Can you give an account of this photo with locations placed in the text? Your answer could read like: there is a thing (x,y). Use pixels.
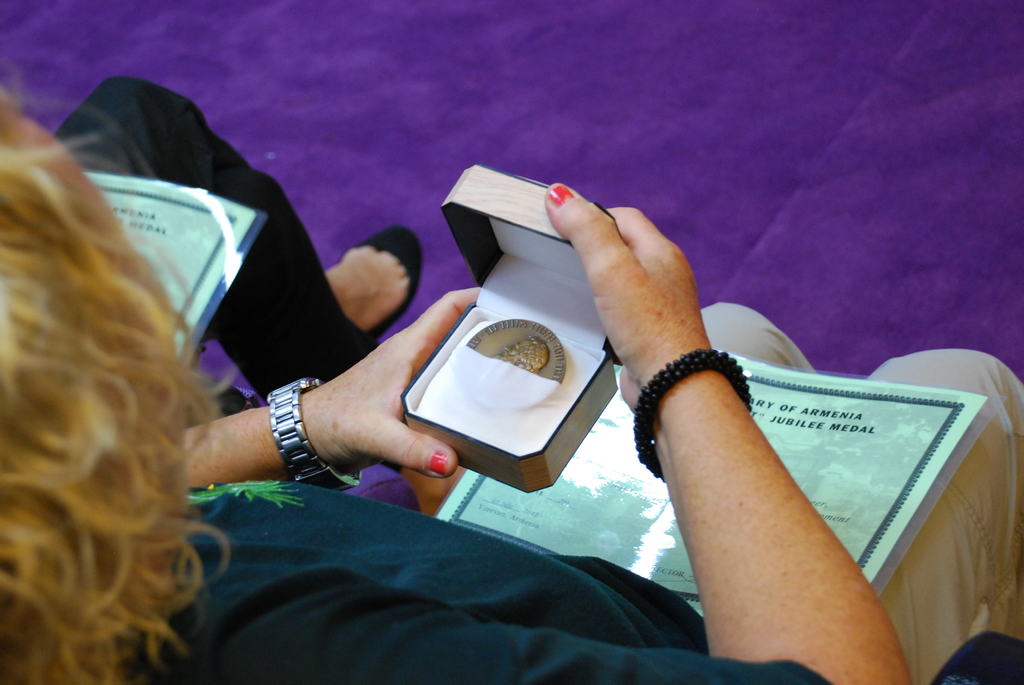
The woman (158,539) in the bottom of the picture (294,569) wearing black t-shirt (310,564) is holding a box (462,385) containing coin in her hands (446,449). We even see a paper (584,527) or a certificate (862,510) is placed on her laps (792,361). Beside her, the woman (175,163) in black pant (234,297) is also holding a certificate (129,183). At the top of the picture (639,65), we see a carpet (649,121) which is purple in color.
